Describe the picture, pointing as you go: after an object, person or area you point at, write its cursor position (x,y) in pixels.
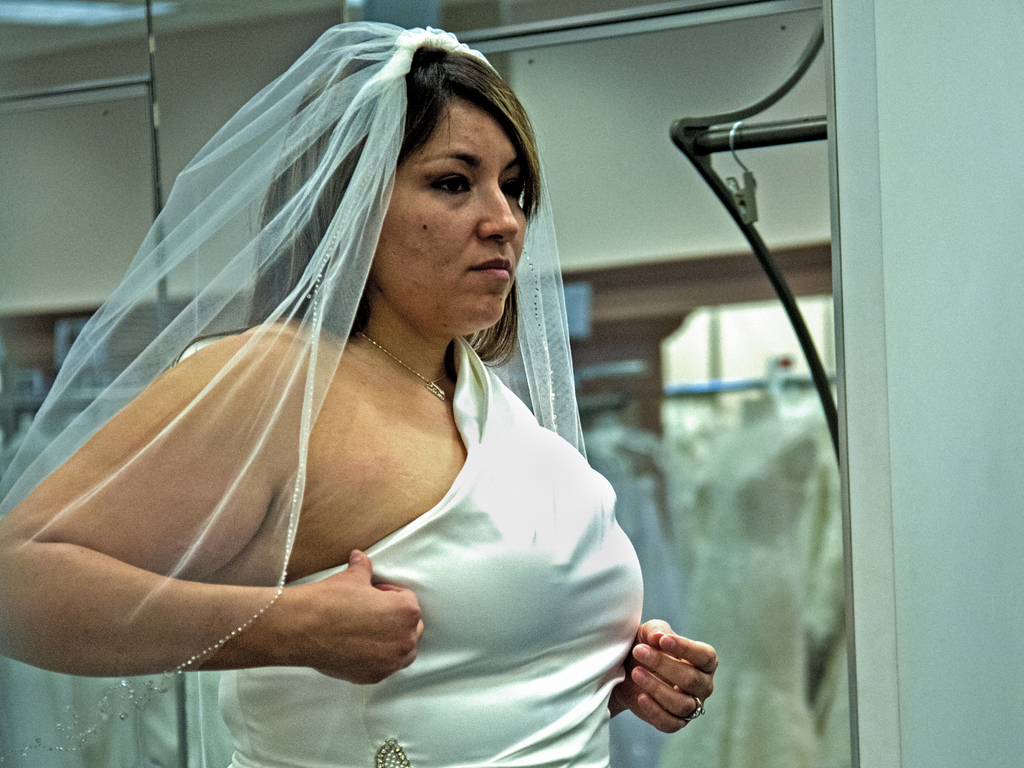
In this image I can see a woman (548,592) and I can see she is wearing white colour dress (489,533). In the background (738,678) I can see few other dresses (687,528) and I can see this images little bit blurry from background (725,731).
